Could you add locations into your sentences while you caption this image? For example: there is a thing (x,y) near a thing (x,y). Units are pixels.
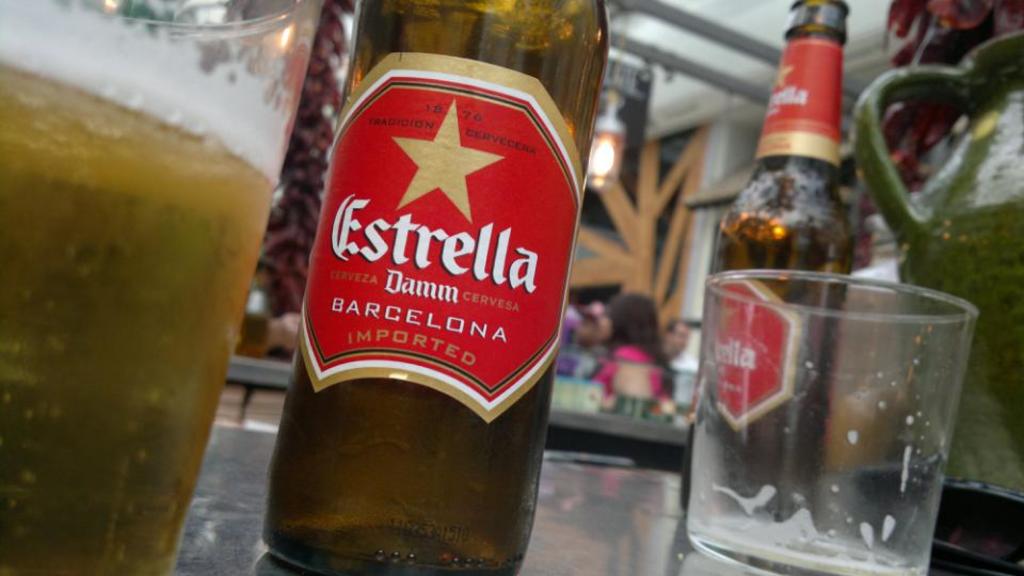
In this image I can see a few glass bottles (386,294), a glass (777,385) and other objects (992,417) on a table (608,573).
